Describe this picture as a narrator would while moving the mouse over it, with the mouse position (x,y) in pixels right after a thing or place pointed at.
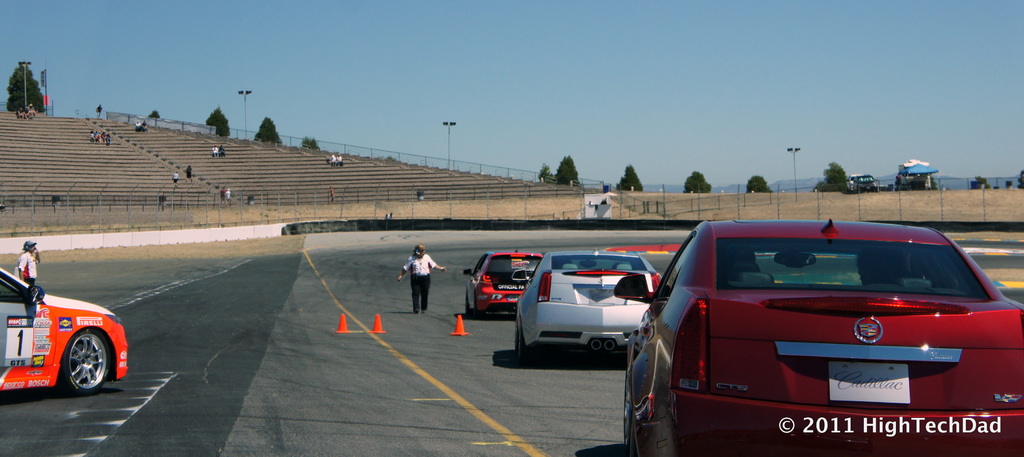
At the bottom of the image (977,416) we can see some vehicles (996,405) on the road (405,347). In the middle of the image (414,301) we can see some road divider cones (462,330) and two persons (420,275) are standing. Behind them we can see fencing (956,182). Behind the fencing (93,204) we can see some steps (7,194), poles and trees (18,92). At the top of the image (172,5) we can see the sky (32,3). On the steps (5,139) few people (101,108) are standing and sitting. On the right side of the image (908,163) we can see some vehicles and tents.
